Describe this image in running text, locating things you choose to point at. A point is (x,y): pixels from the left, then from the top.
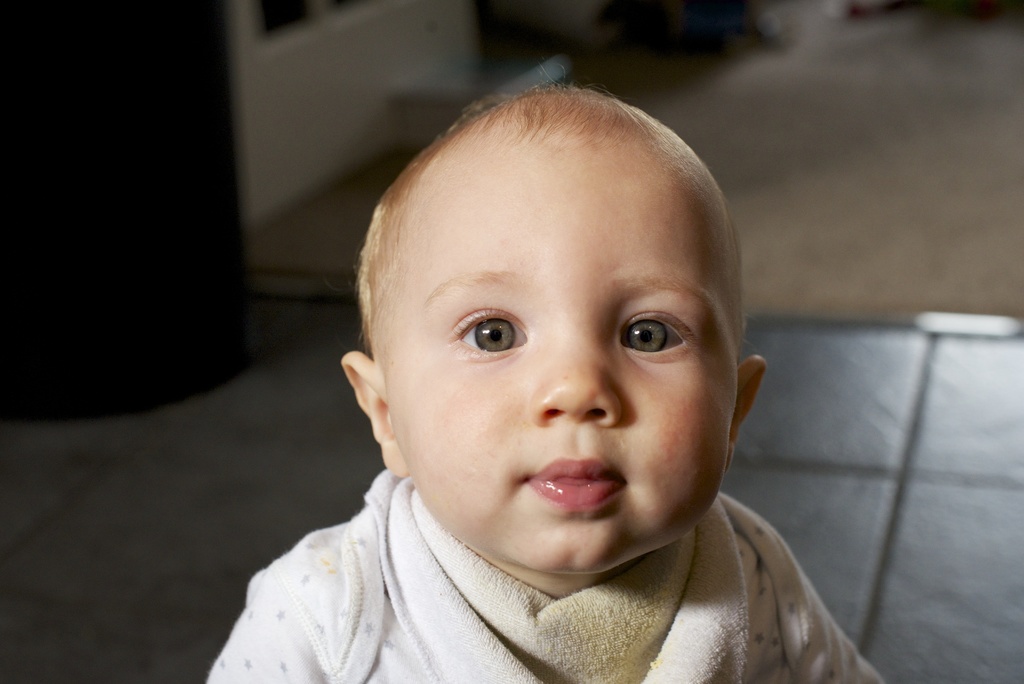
In this image there is a baby (413,539), in the background (362,434) it is blurred.
